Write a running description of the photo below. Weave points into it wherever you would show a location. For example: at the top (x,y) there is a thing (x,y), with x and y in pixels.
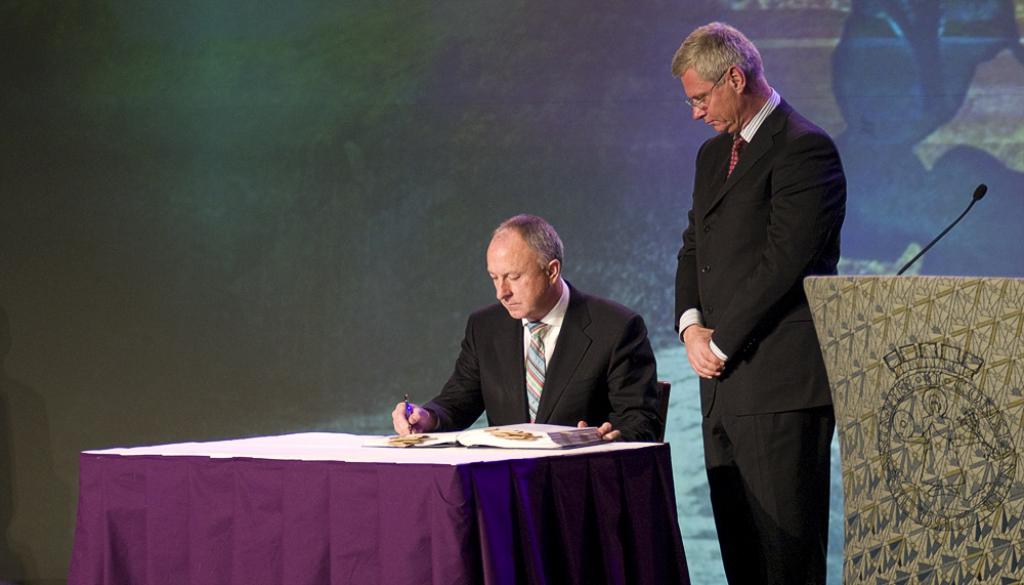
IN this picture we can see a man (647,353) sitting on a chair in front of a table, he is writing something, we can see a book (513,430) on the table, on the right side (706,265) there is a person (702,272) standing here, we can see a podium (994,433) and a microphone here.
